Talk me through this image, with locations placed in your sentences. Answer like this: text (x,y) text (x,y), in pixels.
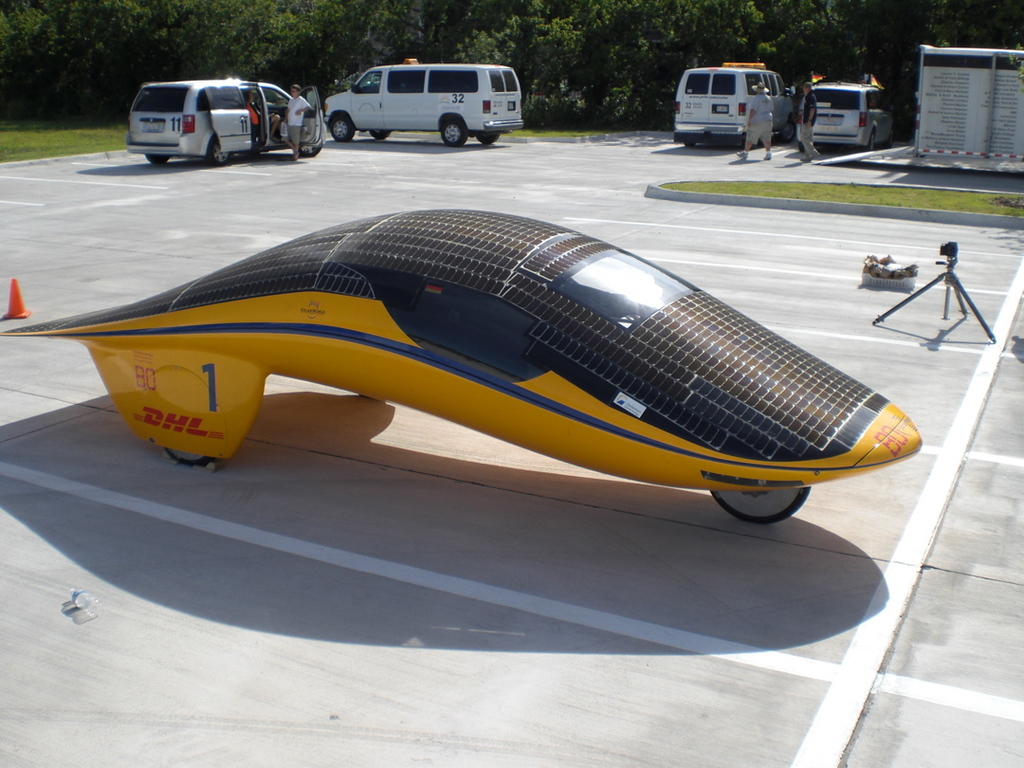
In the center of the image (550,347) a solar car (502,347) is there. At the top of the image (453,127) we can see vehicles (450,134), some persons (254,107), trees (406,54), grass (108,127) are there. In the middle of the image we can see divider cone (20,312), camera (945,253), stand (950,277) are there. In the background of the image (99,279) ground (373,422) is there.
